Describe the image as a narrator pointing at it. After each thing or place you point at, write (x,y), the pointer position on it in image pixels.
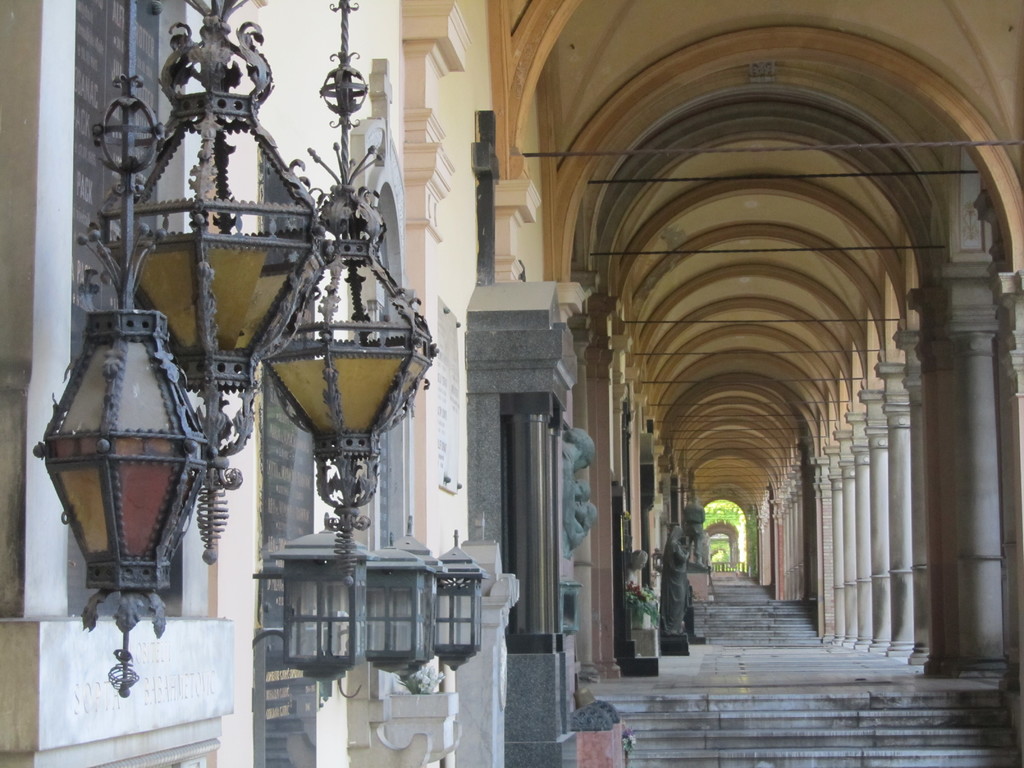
This image consists of a corridor (782,635). In the front (751,728), there are steps (838,727). And we can see many pillars (961,446). On the left (129,408), there are lamps (203,377) hanged to the wall (273,431).
